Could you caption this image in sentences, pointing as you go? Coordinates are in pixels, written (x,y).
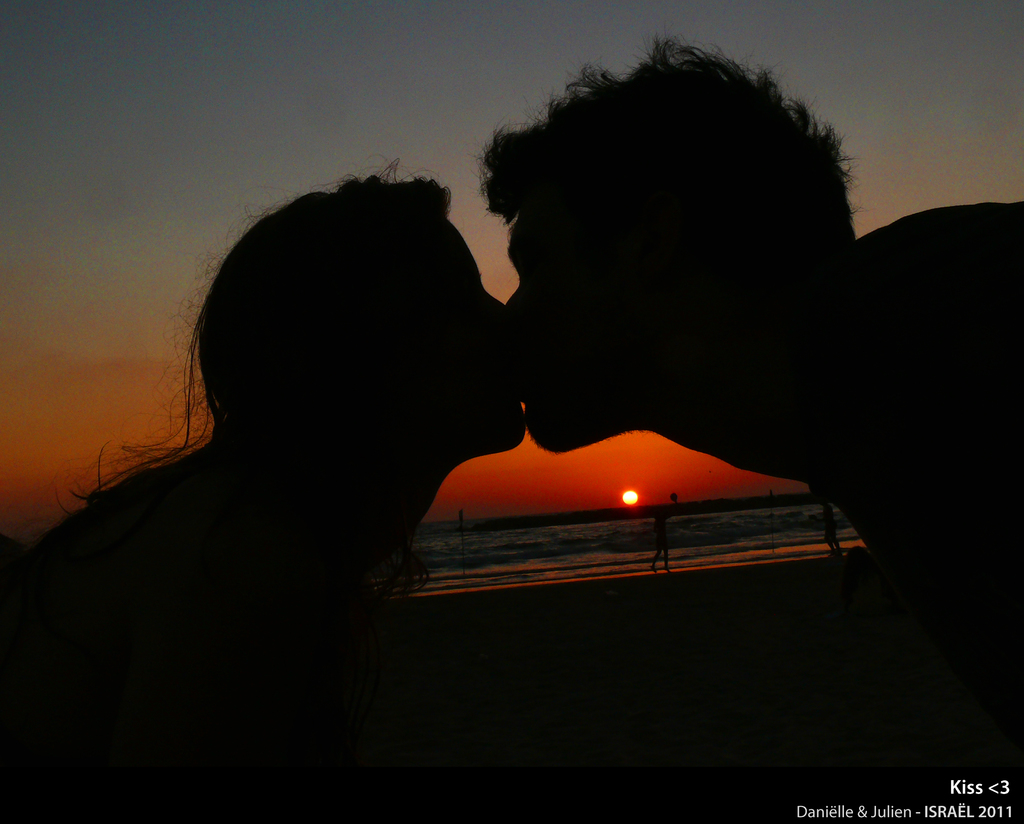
In the background (586,529) we can see sun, water (686,528) and people (830,543). Here we can see a man (686,335) and a woman (492,348) kissing each other. In the bottom right corner of the picture (800,805) we can see water mark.
